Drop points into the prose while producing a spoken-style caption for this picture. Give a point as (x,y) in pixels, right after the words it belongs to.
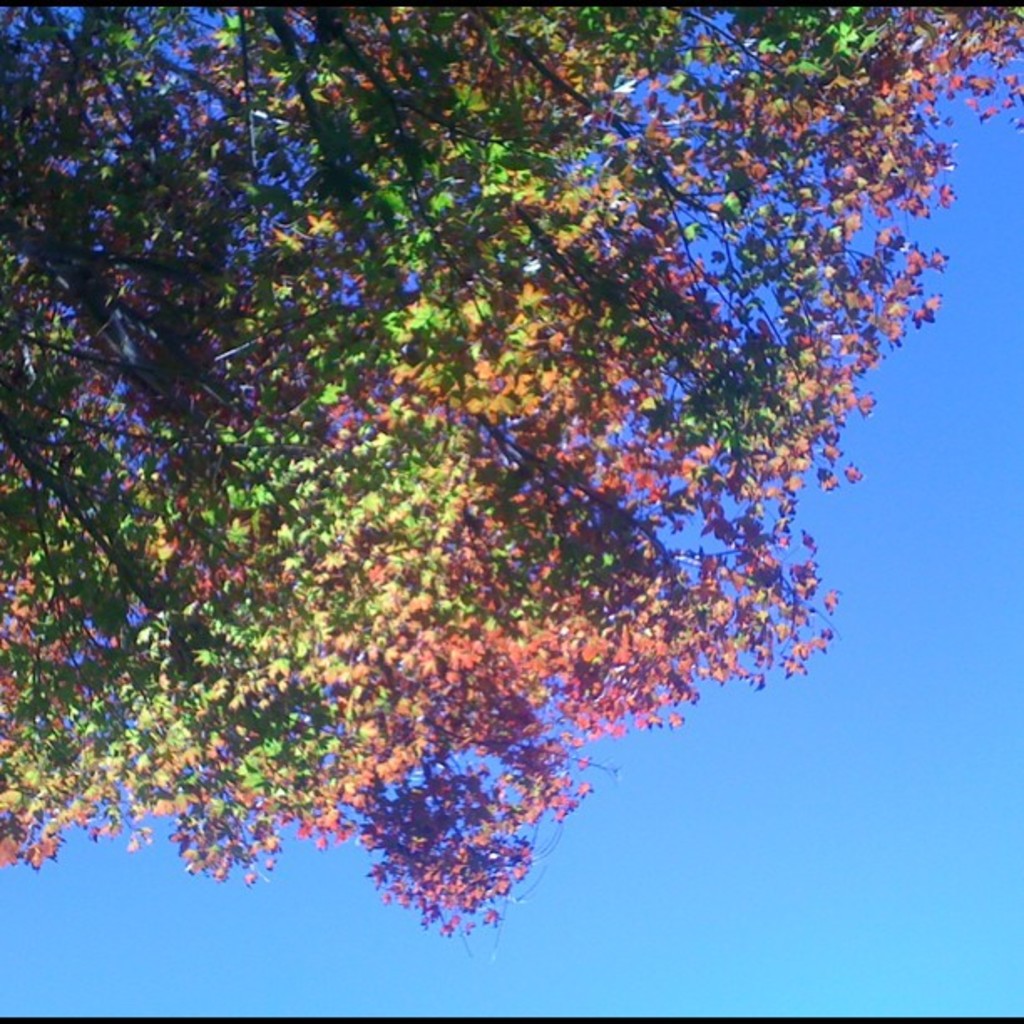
In this image we can see a tree (477,348). Behind the tree (551,789), we can see the sky (787,705).
